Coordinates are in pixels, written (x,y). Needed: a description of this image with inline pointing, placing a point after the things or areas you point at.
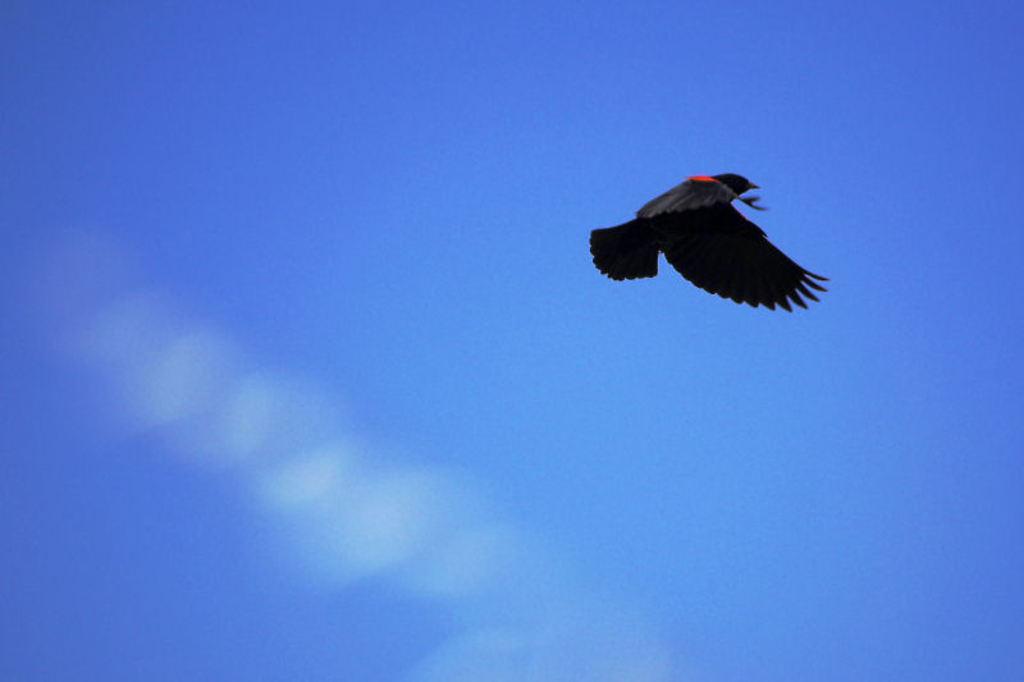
In this image I can see a bird (595,238) flying in the sky (515,392).
